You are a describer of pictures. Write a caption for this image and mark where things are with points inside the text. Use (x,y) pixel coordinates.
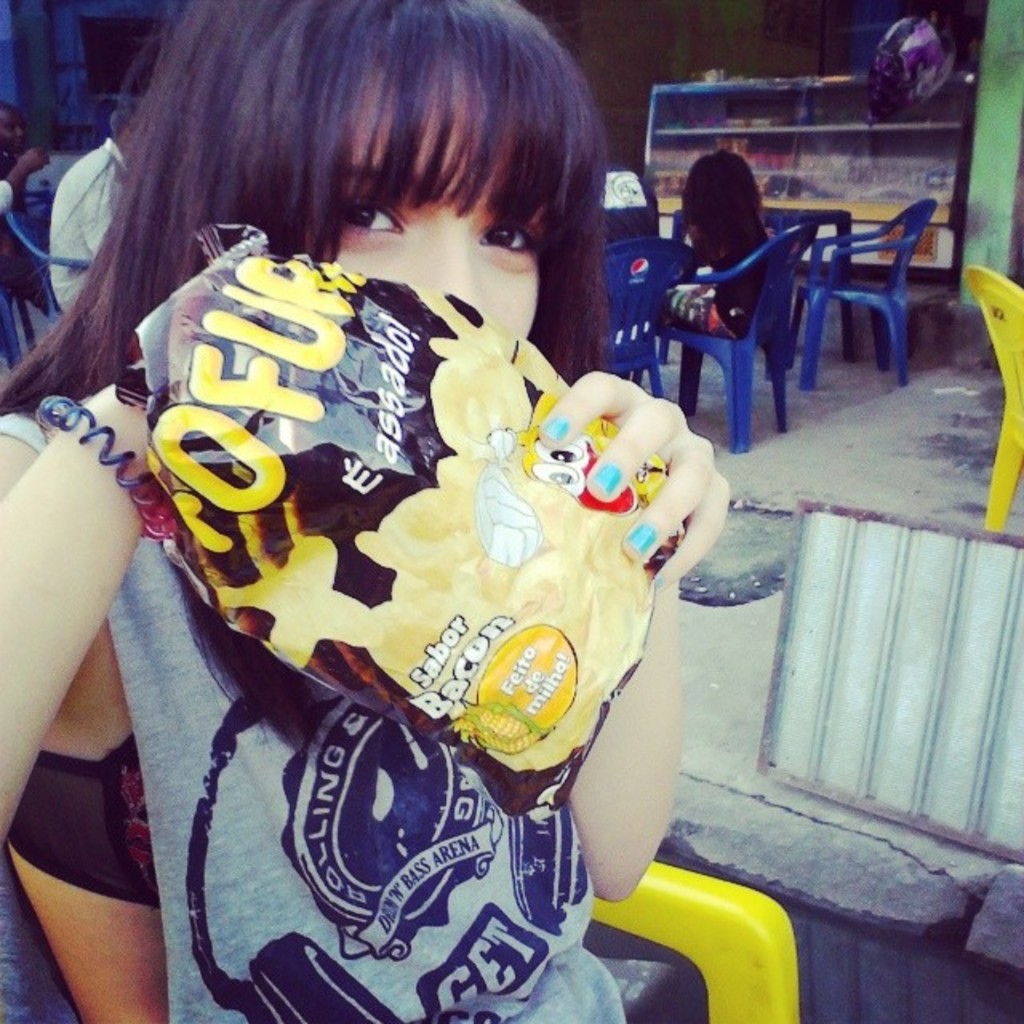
In this image I can see a woman (46,951) in the front (224,976) and I can see she is holding a packet (450,618). In the background (898,263) I can see number of chairs (664,260) and I can also see few people (733,293) are sitting on chairs (765,329). On the top right side of this image (953,100) I can see a display counter (854,105).
